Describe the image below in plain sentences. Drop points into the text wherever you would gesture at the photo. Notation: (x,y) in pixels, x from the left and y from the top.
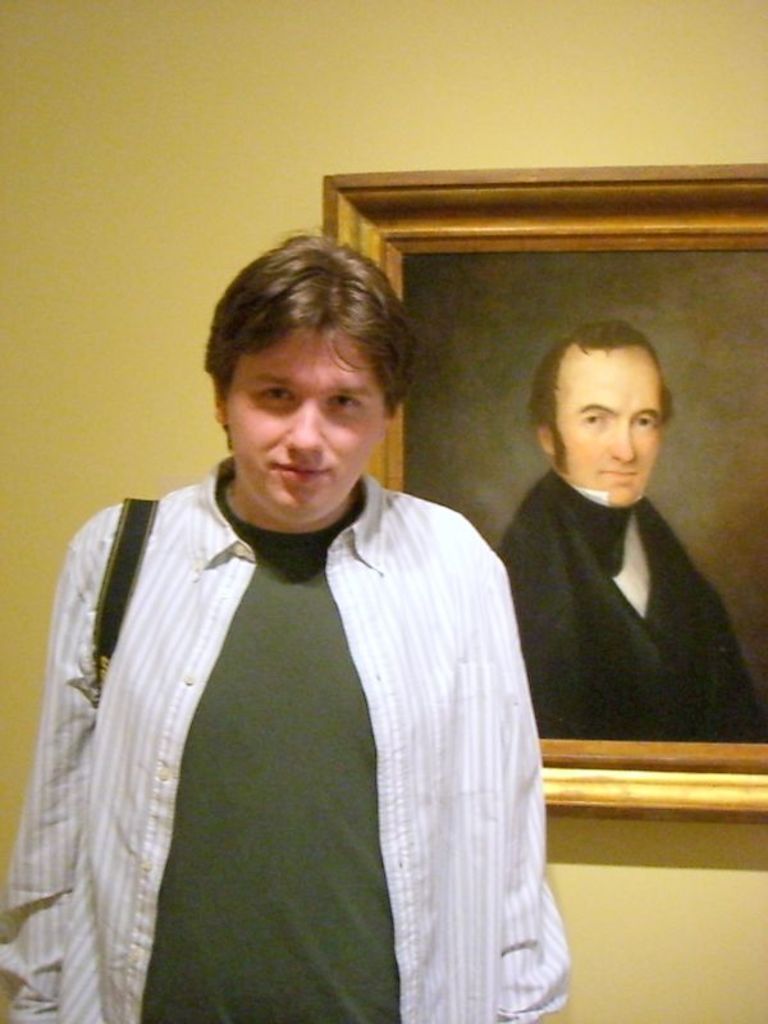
In the foreground (242,630) we can see a person (304,548), he is standing. On the right (522,212) there is a frame (620,382) attached to the wall (182,272). In the background (109,235) there is wall (649,924).
